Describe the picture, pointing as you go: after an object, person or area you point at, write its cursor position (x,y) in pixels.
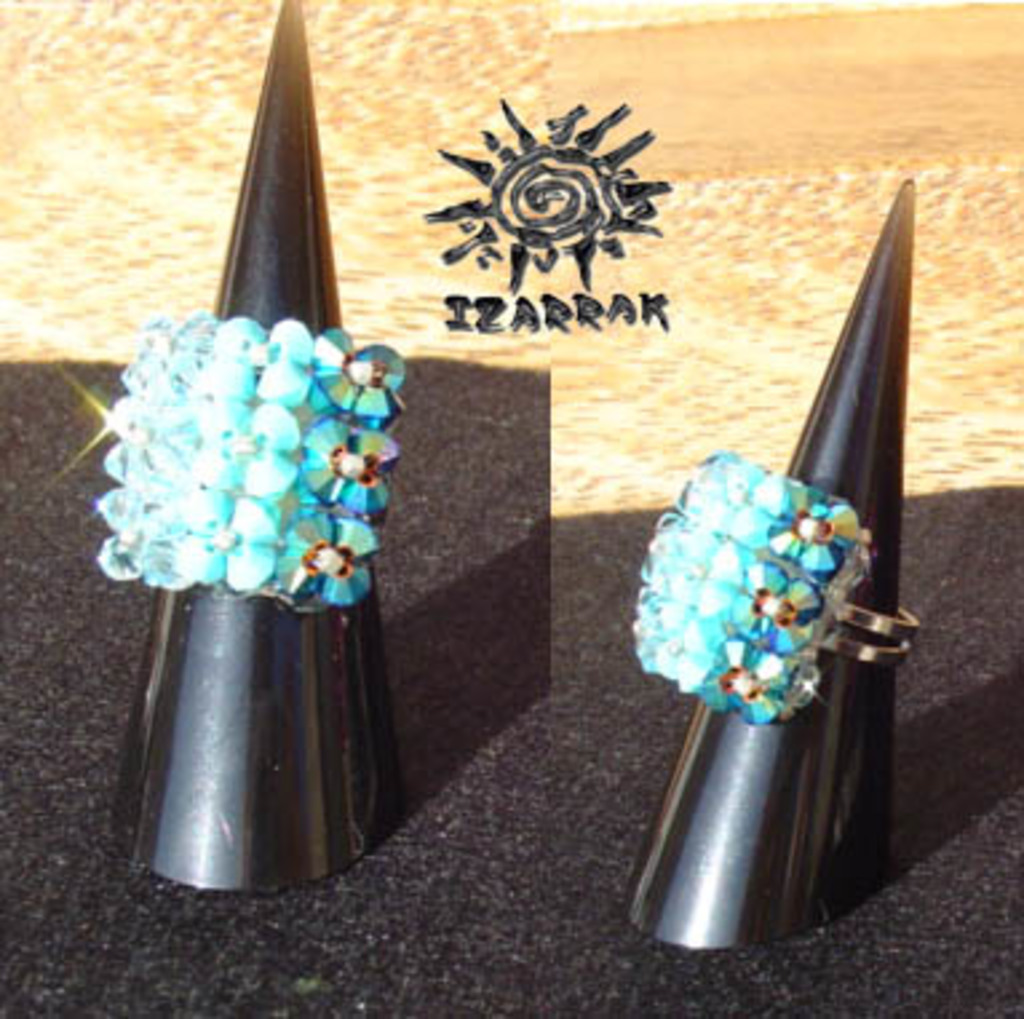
This a collage image in this image there are two pictures, in that pictures there are rings (300,523) kept on a stand (833,652), in the background (581,503) there is a wooden wall (484,358) and a logo (508,300).
